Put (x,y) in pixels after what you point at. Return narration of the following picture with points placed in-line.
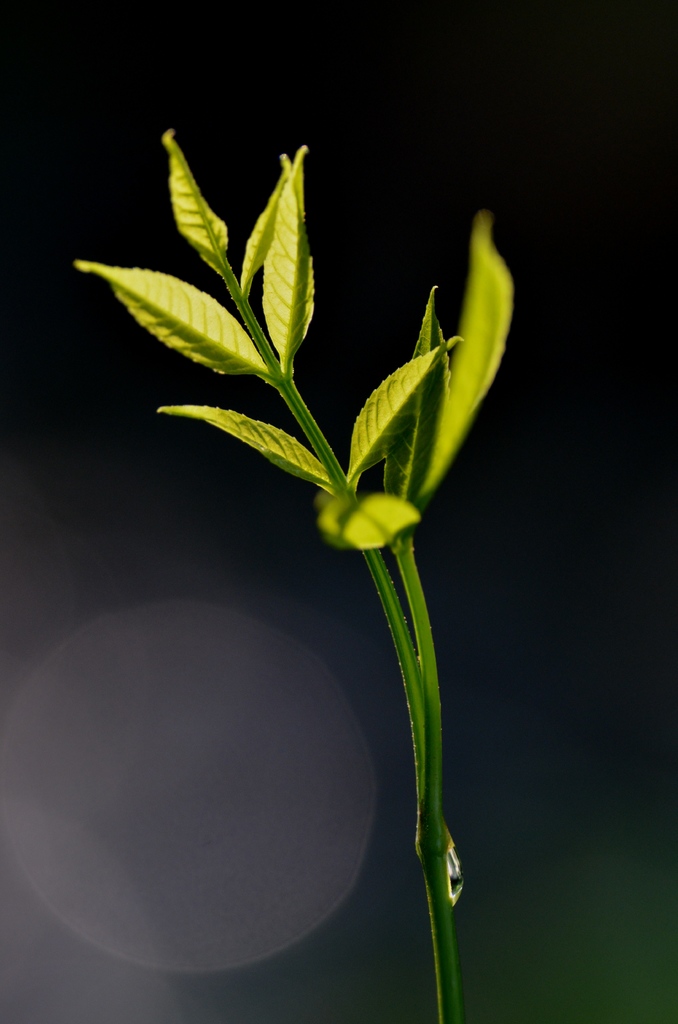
In the image we can see a stem (411,664) and leaves (374,424), there is a water droplet (456,881) on the stem (444,882).
